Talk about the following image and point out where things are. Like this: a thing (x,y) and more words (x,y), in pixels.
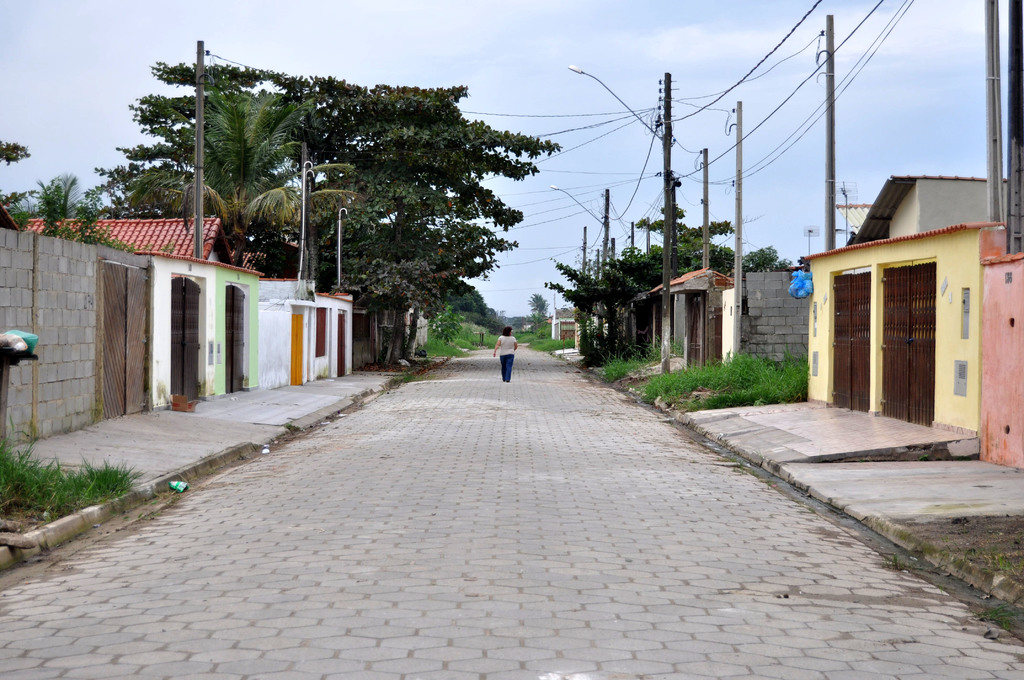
The picture is clicked outside on the street (382,407). In the center of the picture (376,427) it is road (429,468), on the road (495,370) there is a person (509,368) walking. On the right (716,321) there are houses (936,238), street lights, current poles (704,208), cables (783,150), trees (627,277) and plants (719,376). On the left (90,347) there are houses (199,341), trees (282,196), current poles (300,269), cables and grass (64,488). In the center (452,313) the background (436,335) there are trees (480,310). Sky (505,289) is cloudy.
